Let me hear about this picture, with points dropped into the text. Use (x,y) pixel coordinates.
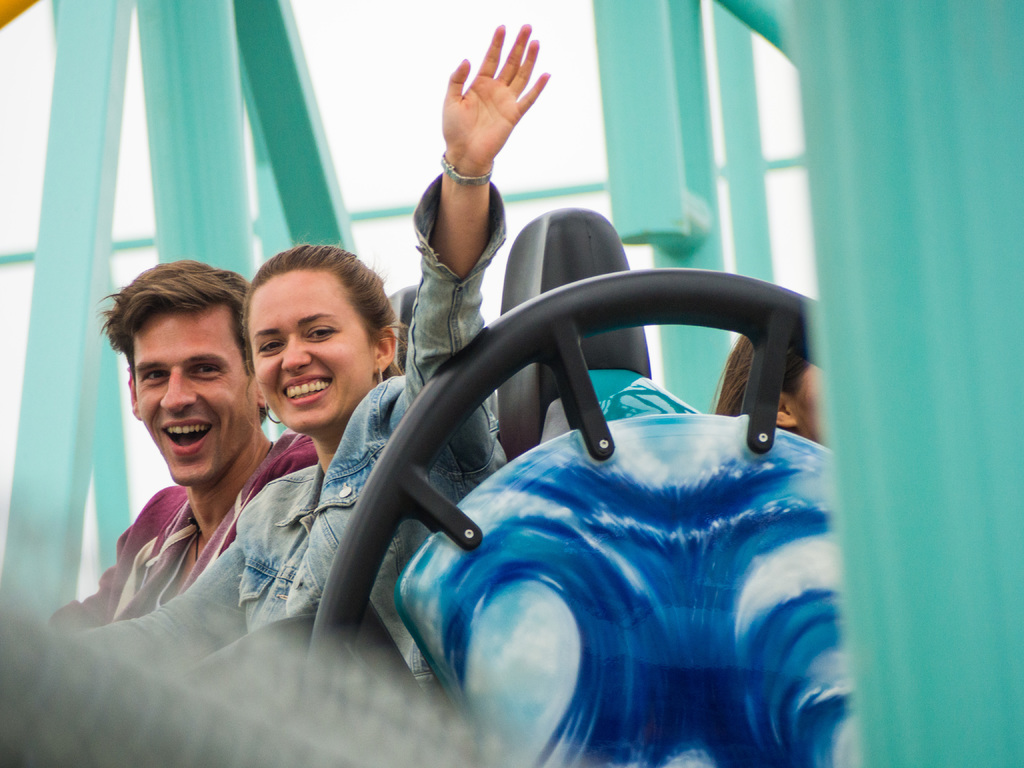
In the picture there is the boy (283,449) and a girl (279,327) they taking some ride (407,495) and the woman (373,291) is waving her hand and smiling.
